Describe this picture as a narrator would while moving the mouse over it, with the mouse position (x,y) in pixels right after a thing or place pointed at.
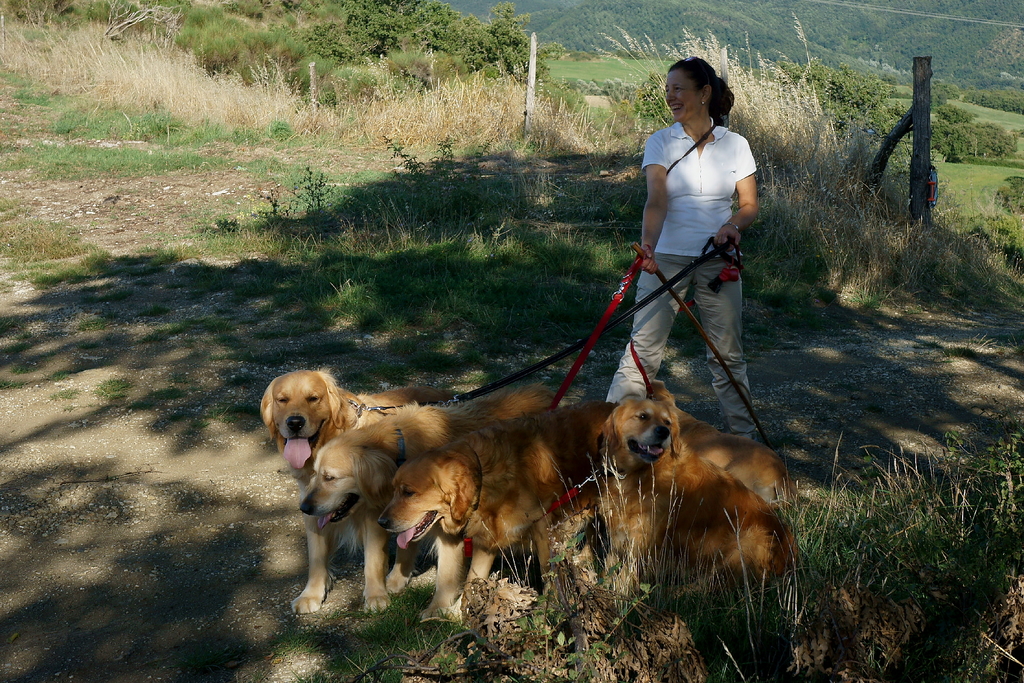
In this picture we can see a woman (737,168) wearing white t-shirt (715,132) standing in the ground (692,356) and holding four brown dog leashes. Behind there is a grass (221,128) and trees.
